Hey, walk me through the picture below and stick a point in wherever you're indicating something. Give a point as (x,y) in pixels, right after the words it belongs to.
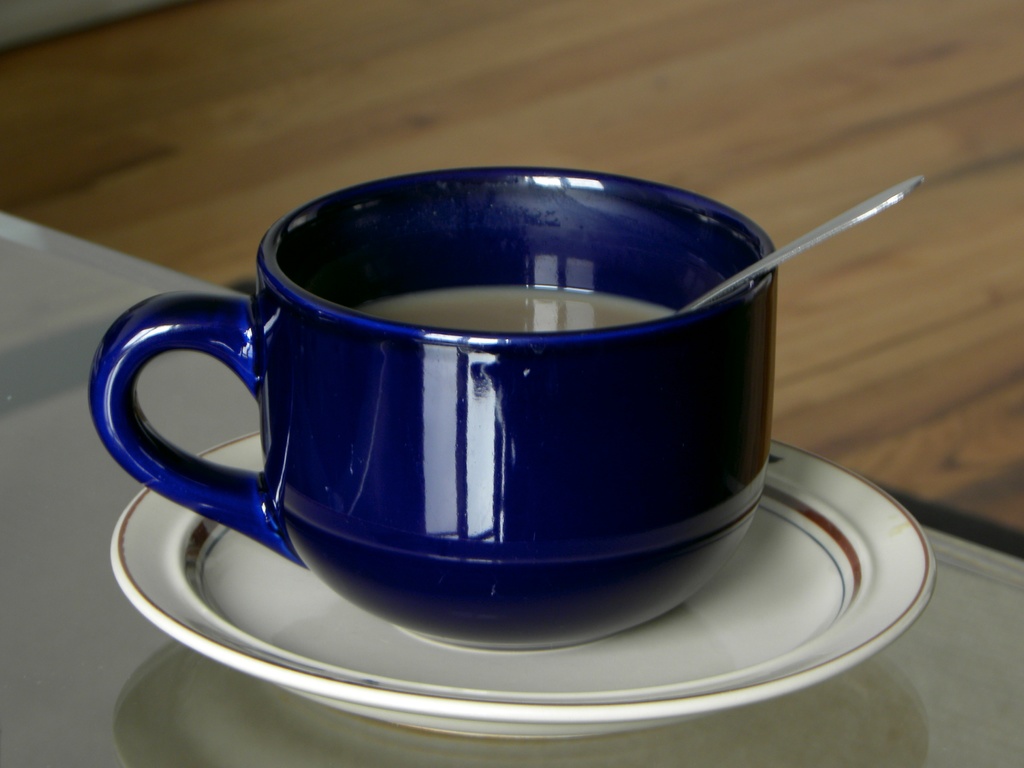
In this picture I can see the white color surface (86,304) in front (82,586), on which there is a saucer (236,554) and on the saucer (800,509) I see a cup (104,387) which is of blue color. In the cup (104,387) I see the liquid (471,306) and a spoon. In the background (204,219) I see the brown color surface (620,97).
